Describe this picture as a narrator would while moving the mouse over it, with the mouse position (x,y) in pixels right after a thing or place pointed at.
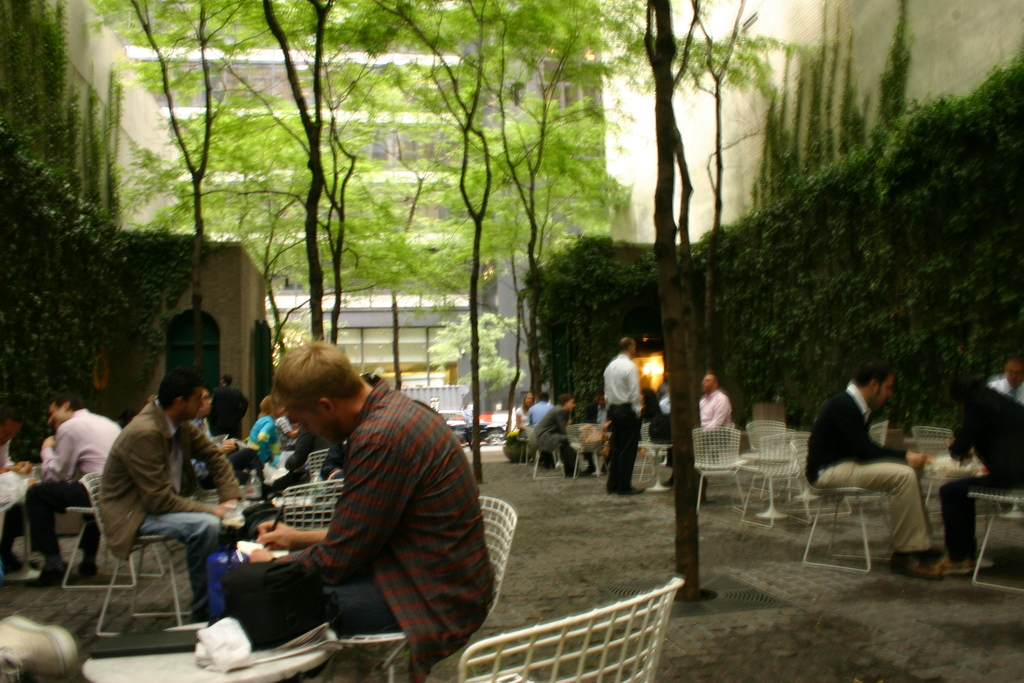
In this image i can see few persons (315,539) sitting on a chair (288,499) at right (954,516) there are few other people (713,380) sitting, at the back ground (572,165) i can see a tree (606,159), a building (456,375) and a railing (426,404).
